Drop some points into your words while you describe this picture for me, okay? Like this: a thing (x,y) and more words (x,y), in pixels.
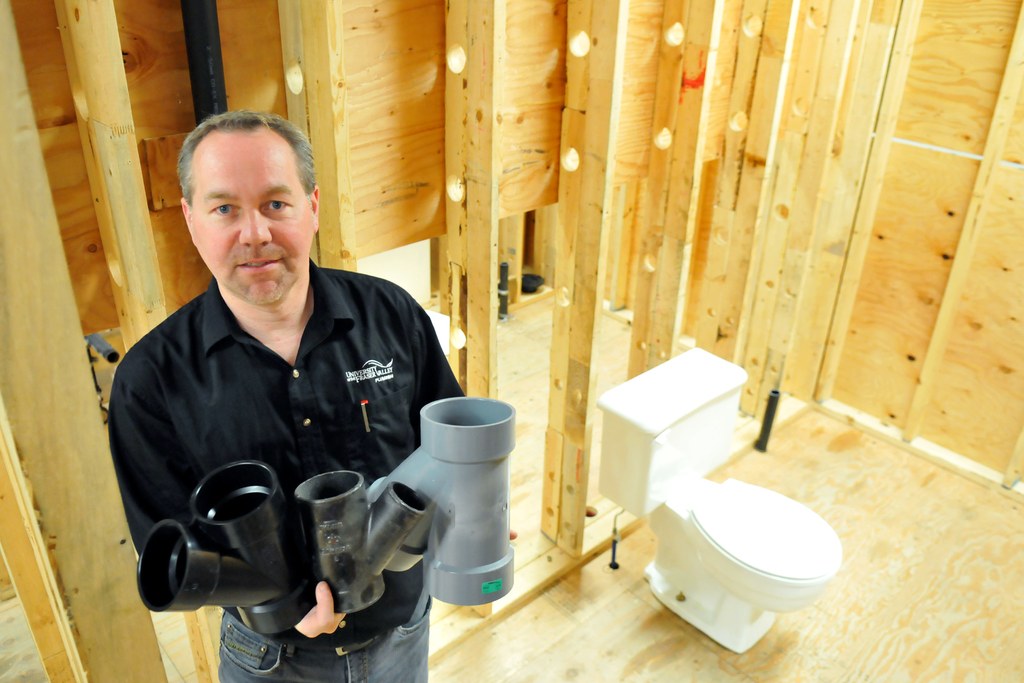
In this picture I can see a man (312,340) holding the pipes (441,535) with his hands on the left side (330,551). On the right side (700,568) there is a toilet seat (702,527).
